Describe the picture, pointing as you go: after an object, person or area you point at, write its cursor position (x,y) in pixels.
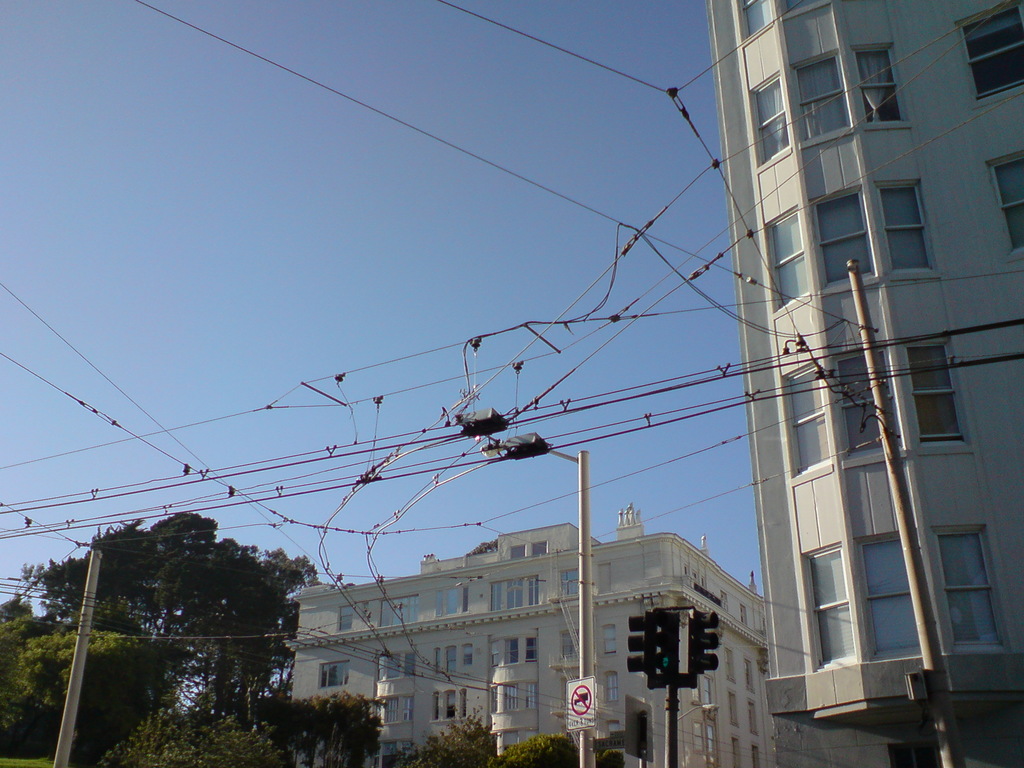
In this image, I can see the buildings (806,624) with windows (840,599), current wires (555,385), poles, trees (268,653) and traffic lights (650,677). In the background (111,252), there is the sky (315,265).
